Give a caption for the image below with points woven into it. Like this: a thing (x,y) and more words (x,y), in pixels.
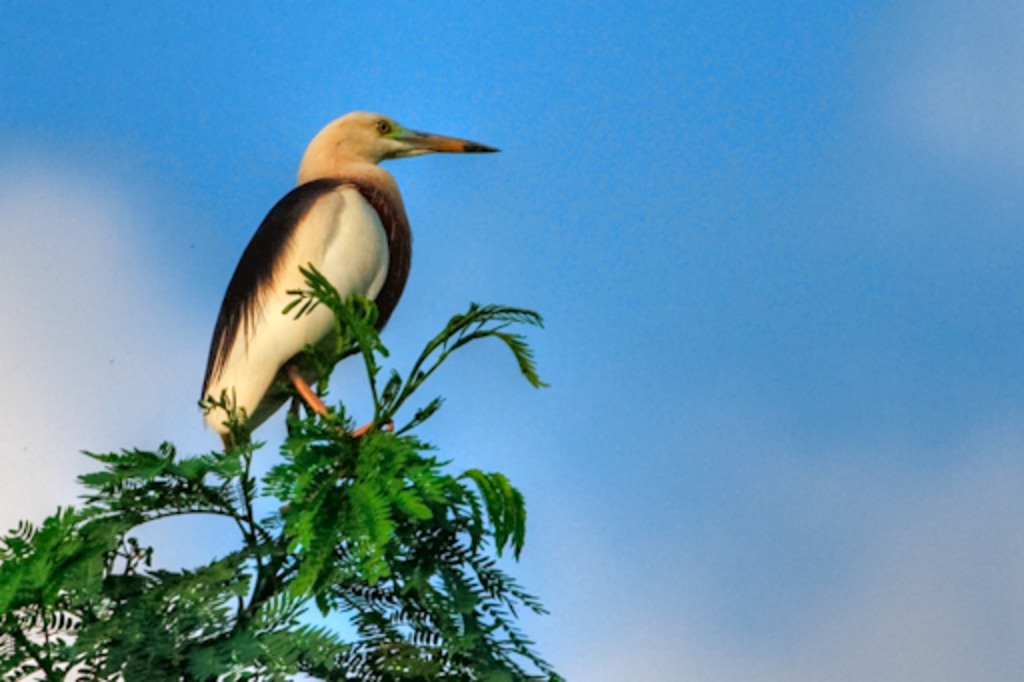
In this image there are leaves (216,649) and stem (251,608) of a plant (285,605). There is a bird (244,289) sitting on the plant (340,412). In the background (659,177) there is the sky (221,230).
